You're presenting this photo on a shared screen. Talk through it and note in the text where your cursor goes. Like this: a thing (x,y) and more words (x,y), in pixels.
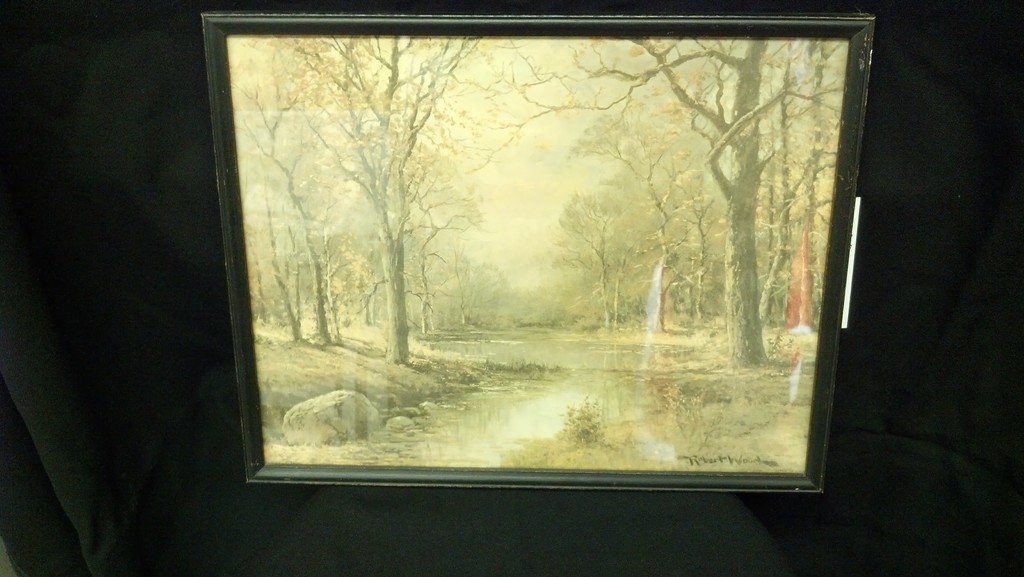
There is a frame (711,188) on the black surface (163,99). On this frame (417,357) we can see trees (699,243), water (503,398), rocks (425,407), and sky (511,204).
